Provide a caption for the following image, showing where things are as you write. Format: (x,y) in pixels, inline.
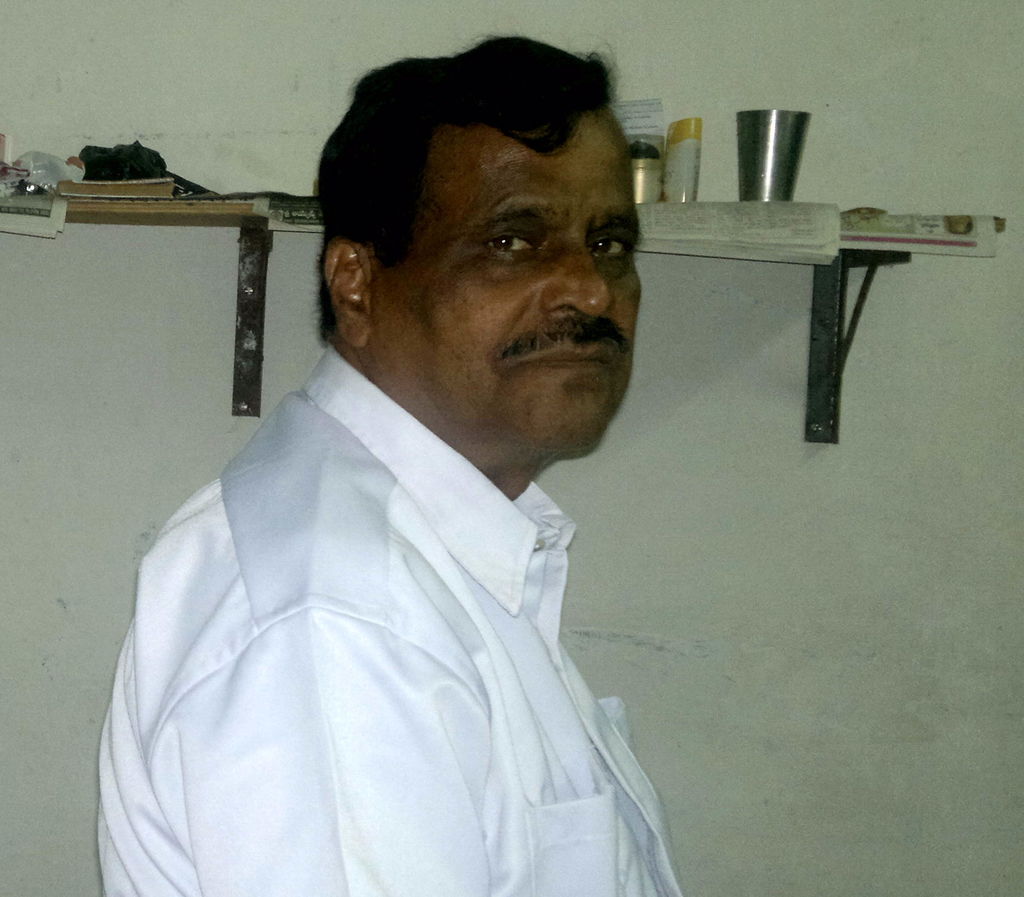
Here I can see a man (425,540) wearing a white shirt (386,743), facing towards the right side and looking at the picture. In the background (788,286) there is a wooden plank (882,227) attached to a wall (908,455). On this a glass (754,201), few bottles (648,173), a book (147,184) and some other objects (109,173) are placed.
